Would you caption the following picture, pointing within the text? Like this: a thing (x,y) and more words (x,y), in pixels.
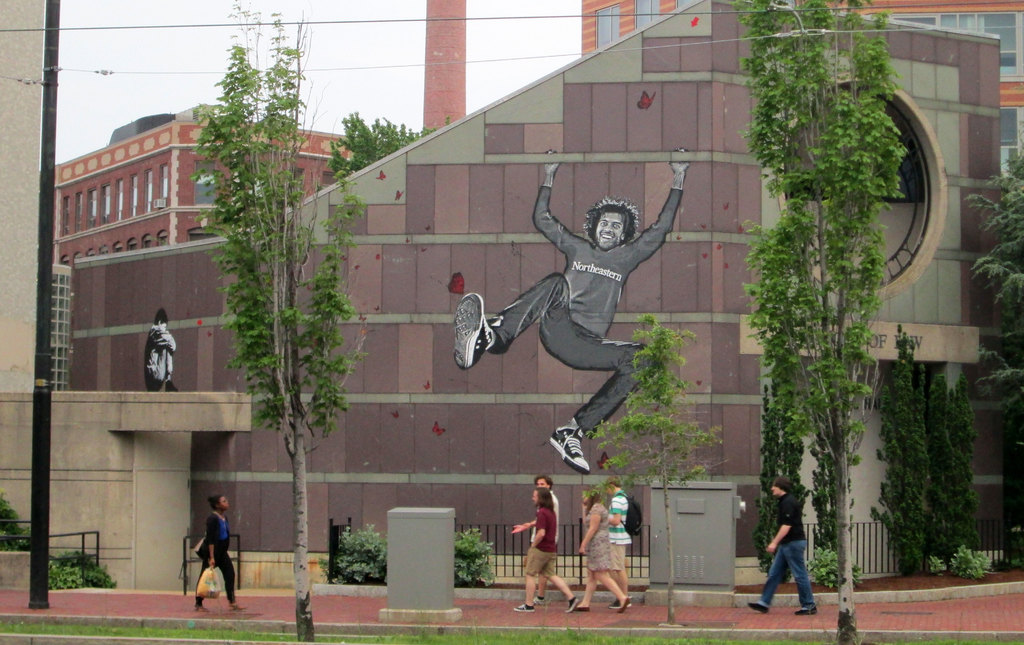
In this image we can see people (615,553) are walking on the pavement (248,624). In the foreground (259,130), we can see trees (802,400). In the background of the image (755,430) we can see the buildings (524,172). There is a black color pole (44,228) on the left side of the image (40,385). The sky (239,30) is in white color.
